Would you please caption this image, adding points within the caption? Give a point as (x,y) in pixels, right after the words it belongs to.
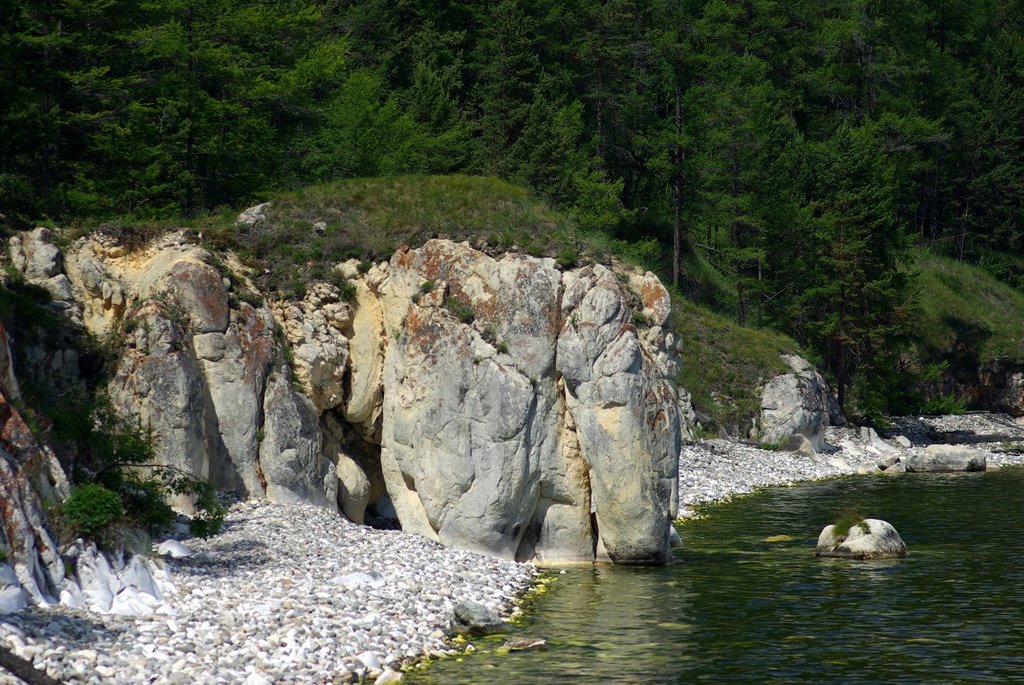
In this picture I can see there are stones (357,310) on the left side (183,453) and there is water (796,534) on the right side of an image (880,593). At the top (239,97) there are green trees (537,165).
